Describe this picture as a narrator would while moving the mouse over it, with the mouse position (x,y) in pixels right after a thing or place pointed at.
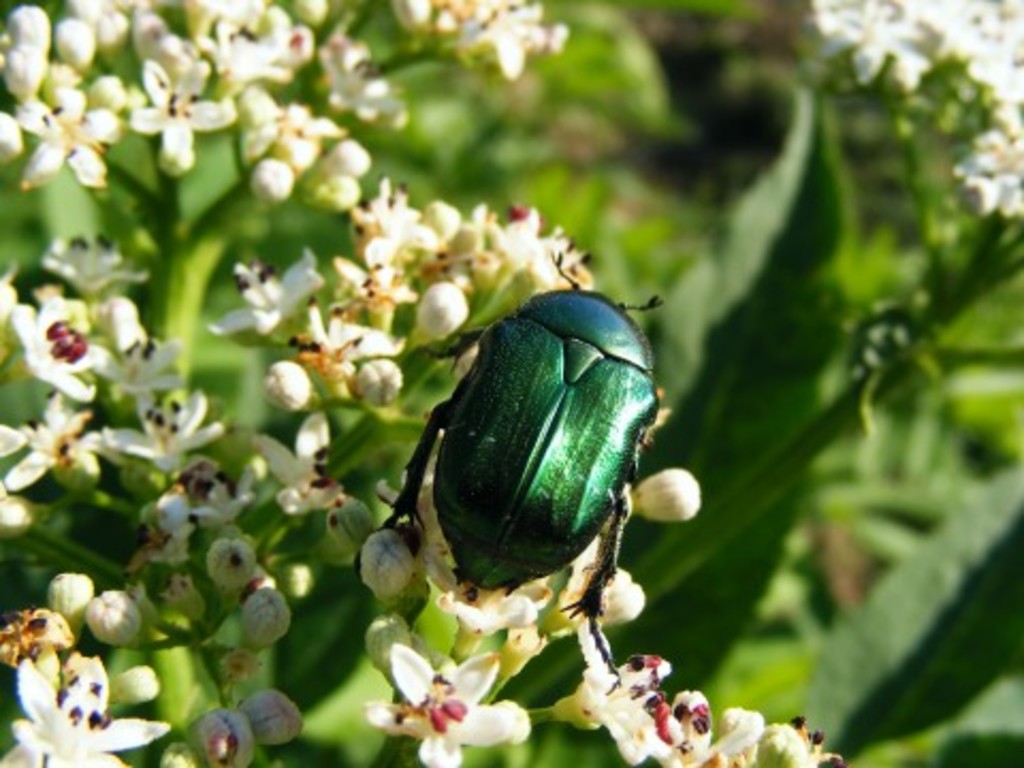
In this image we can see some flowers (126,279) and buds (120,615) on the plants (163,233), also we can see an insect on the flowers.
